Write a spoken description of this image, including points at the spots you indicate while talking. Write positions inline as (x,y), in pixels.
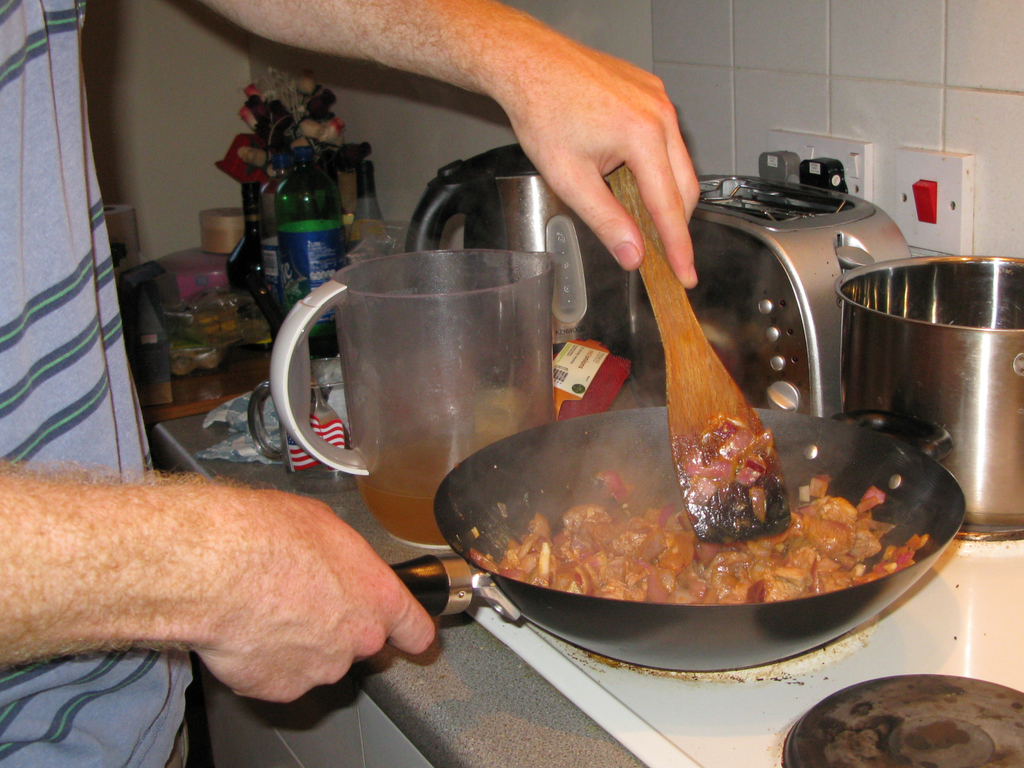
In this image we can see the person (54,207) standing and holding stick (709,524) and pan (648,481) and cooking on the stove (756,682). There are jars (453,359), covers (595,380), flowers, baking cooker (747,258) and few objects (285,169) on the marble (492,659). And at the side, we can see the wall (896,124) with switchboards (904,151).
